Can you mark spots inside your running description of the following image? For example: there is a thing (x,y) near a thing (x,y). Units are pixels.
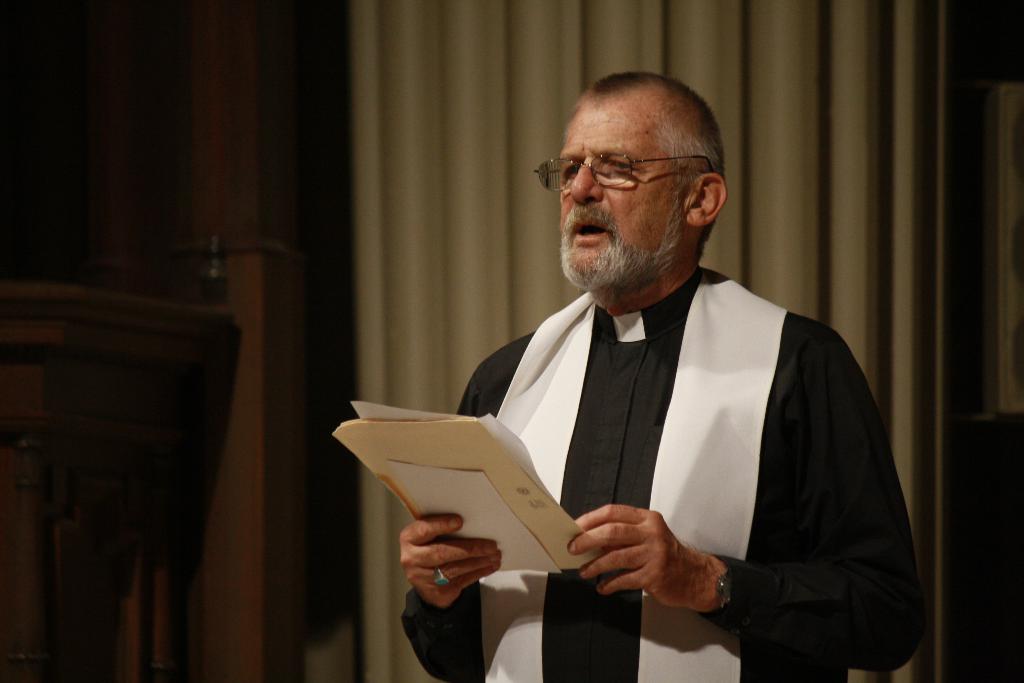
In this image I can see a person (598,382) wearing black and white dress (662,396) is standing and holding few papers (475,529) in his hand (464,544). In the background (438,378) I can see the cream colored object (467,156), the podium (116,386) and the brown colored object (197,118).
